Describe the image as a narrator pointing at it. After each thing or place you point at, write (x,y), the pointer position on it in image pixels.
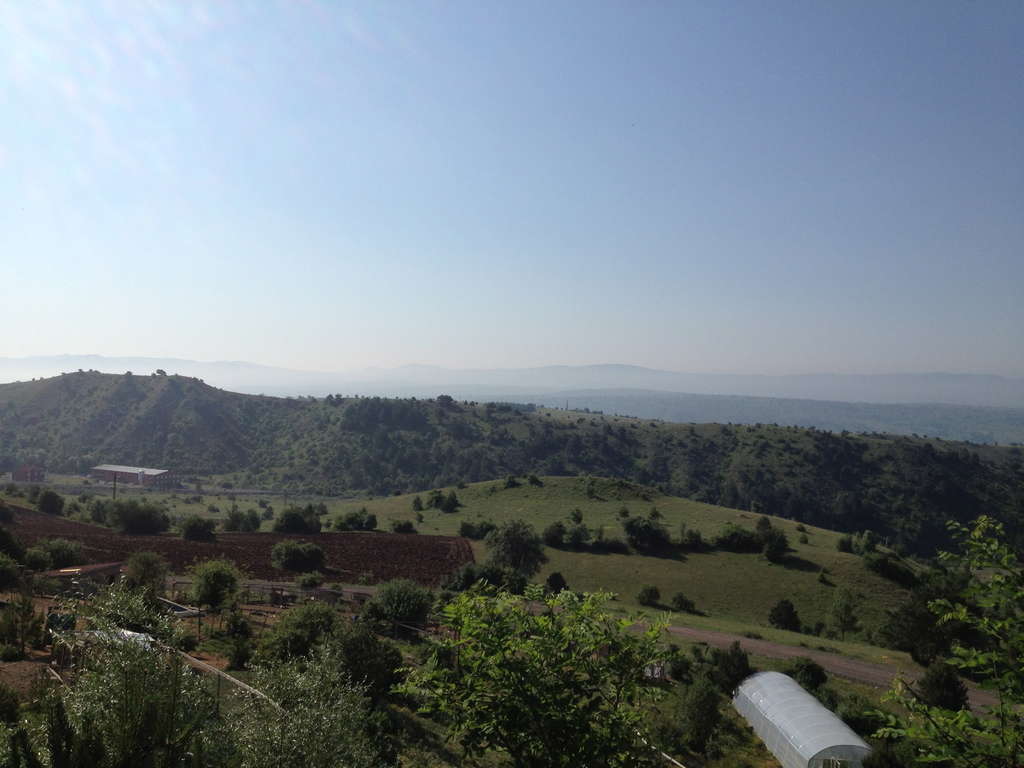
It looks like a scenery. At the bottom (531,542) there are so many trees (491,581) on the ground (702,584). At the top (651,121) there is the sky (656,118). On the right side (772,699) bottom there is a shed (772,717).
